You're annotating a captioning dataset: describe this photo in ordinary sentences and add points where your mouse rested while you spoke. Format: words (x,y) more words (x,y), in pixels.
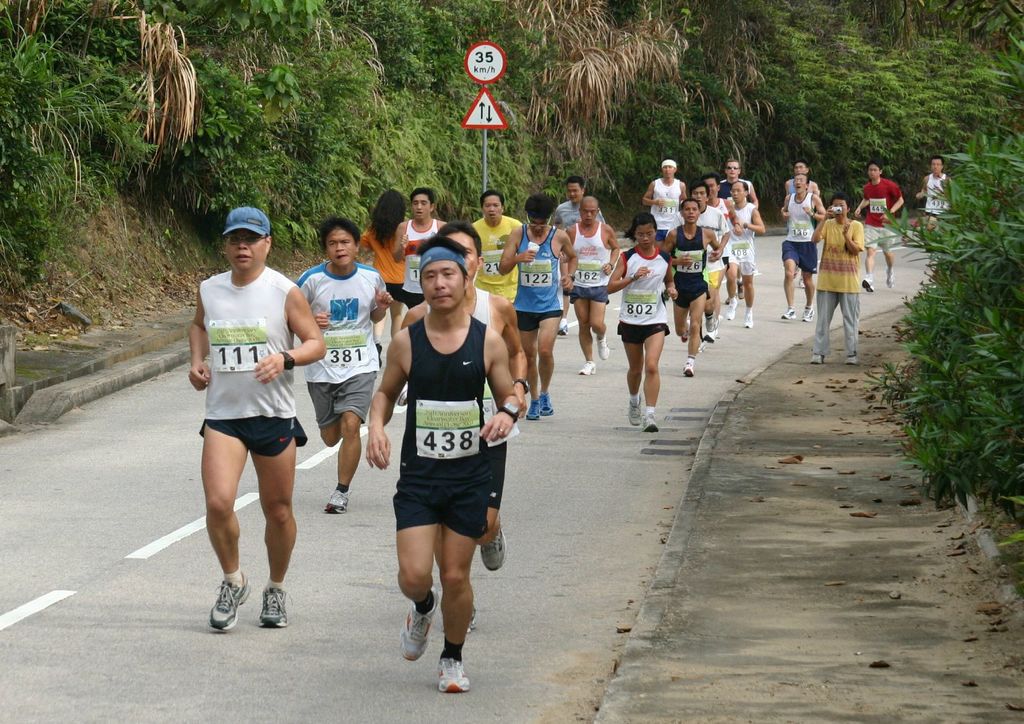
in this image there are some persons (711,257) running as we can see in middle of this image (466,359) and there is a road (350,699) in middle of this image (573,464) and there are some white color lines (195,529) in middle of this road (165,576). There is a sign board (497,119) in top middle of this image (489,109) and there are some trees (613,100) in the background (915,172).
